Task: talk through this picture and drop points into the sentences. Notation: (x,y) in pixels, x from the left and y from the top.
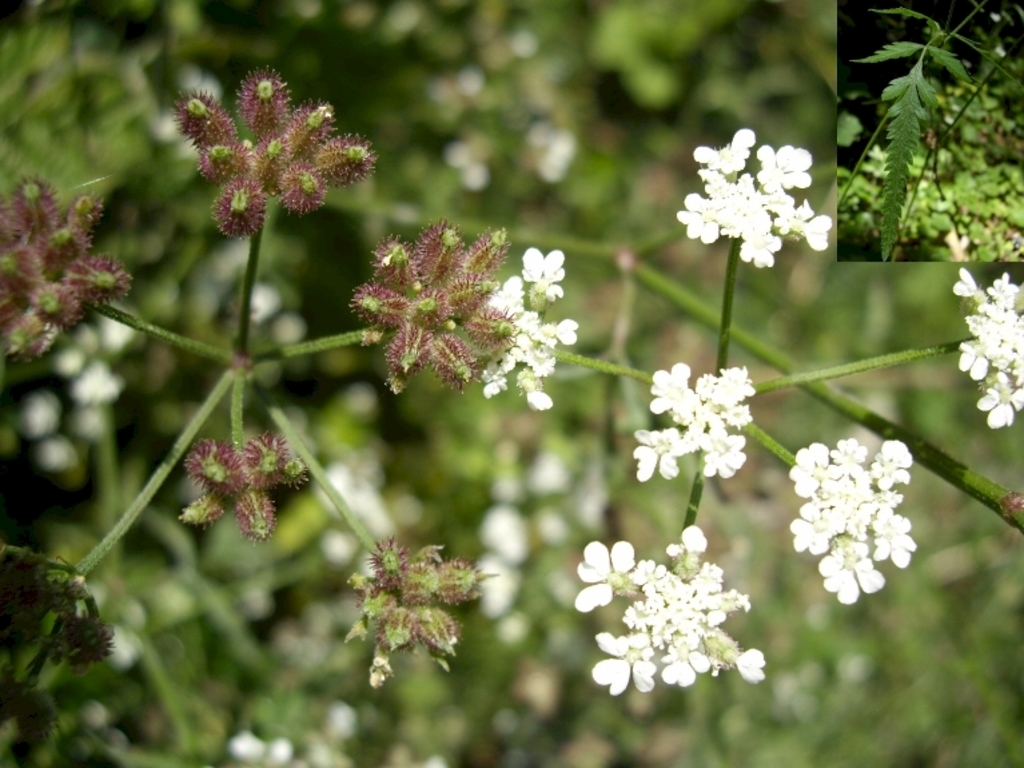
The picture consists of plant (536,383). In the foreground of the picture (539,282) there are flowers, buds (42,201) and stems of a plant (626,247). On the top right (952,138) there is a picture (932,196) of another plant (929,157). The background (570,425) is blurred.
